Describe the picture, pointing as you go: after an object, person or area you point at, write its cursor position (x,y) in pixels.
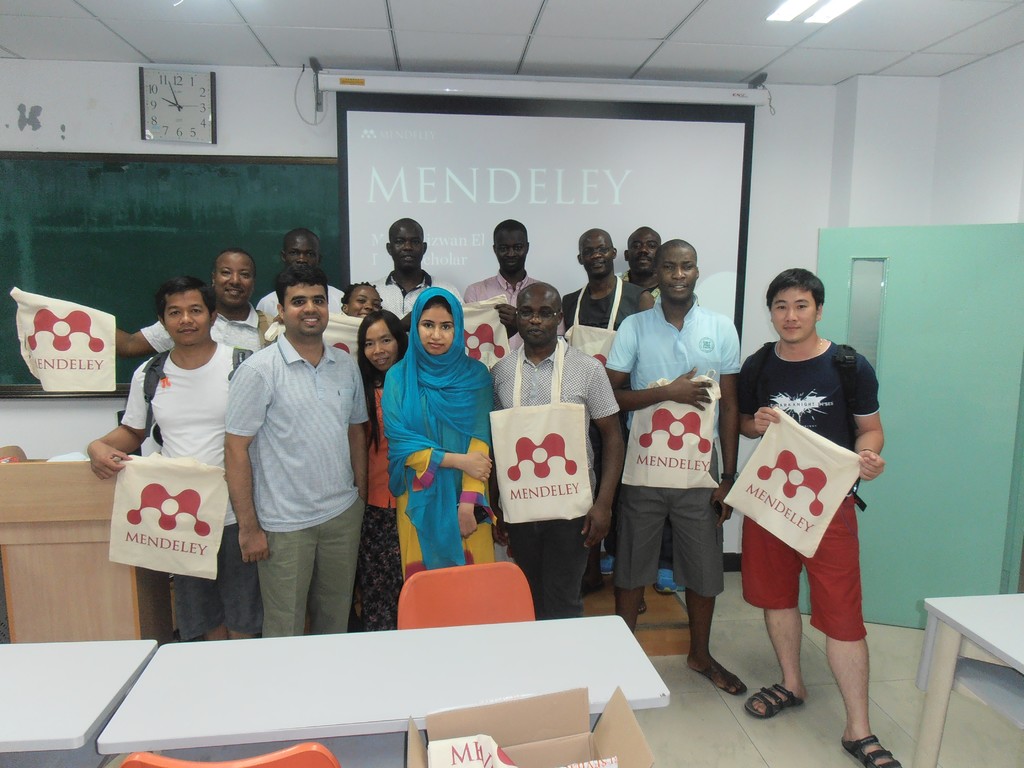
In the picture I can see some group of persons (395,429) standing and some are holding cover bags (106,334), in the foreground of the image (428,570) there are some tables (223,696) and chairs (409,626) and in the background of the picture (457,223) there is projector screen (582,231), board (127,293) and wall clock (198,119) which is attached to the wall (884,168).
